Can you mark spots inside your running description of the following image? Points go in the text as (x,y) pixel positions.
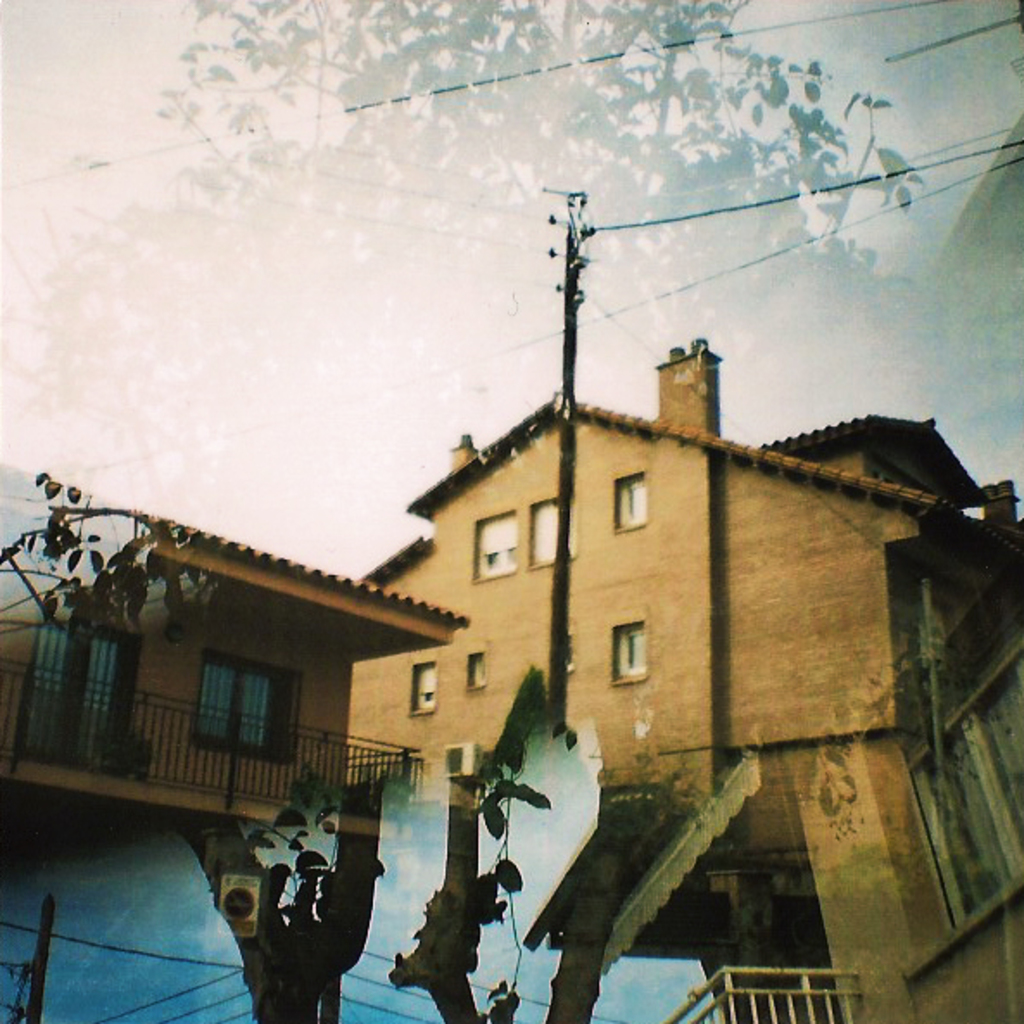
This is an edited image. Here we can see buildings (428,789), poles (36,993), wires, trees (304,969), and sky (483,215).
